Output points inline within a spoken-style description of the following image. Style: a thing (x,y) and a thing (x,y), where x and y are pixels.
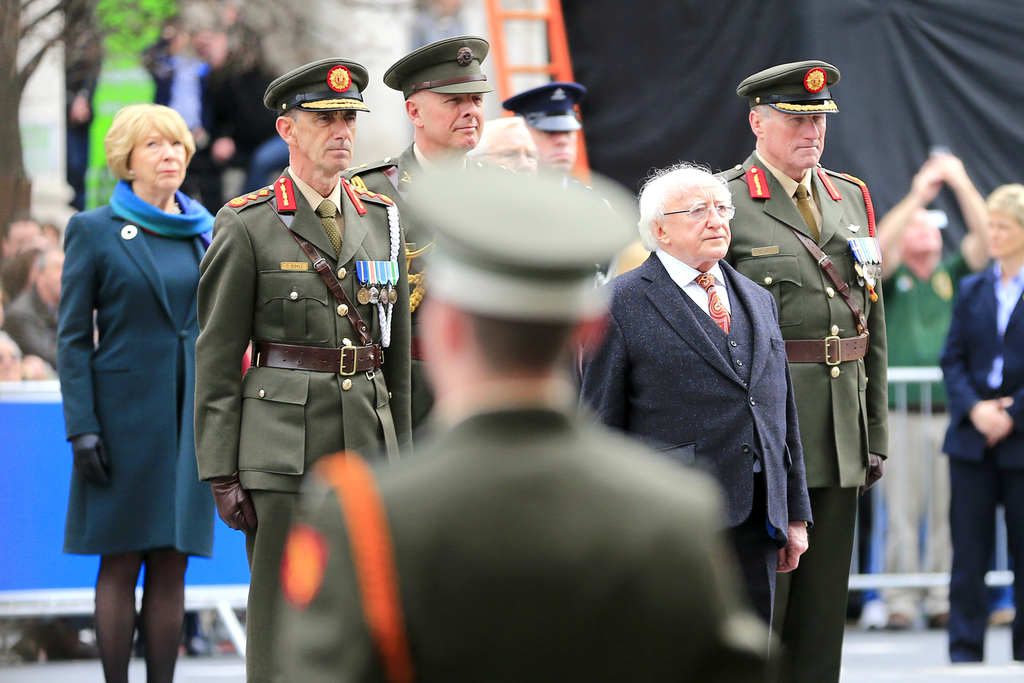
In the center of the image (586,371) we can see people (443,345) standing. There is a fence (221,585). In the background (8,28) there is a tree (10,11) and a curtain (848,106).
